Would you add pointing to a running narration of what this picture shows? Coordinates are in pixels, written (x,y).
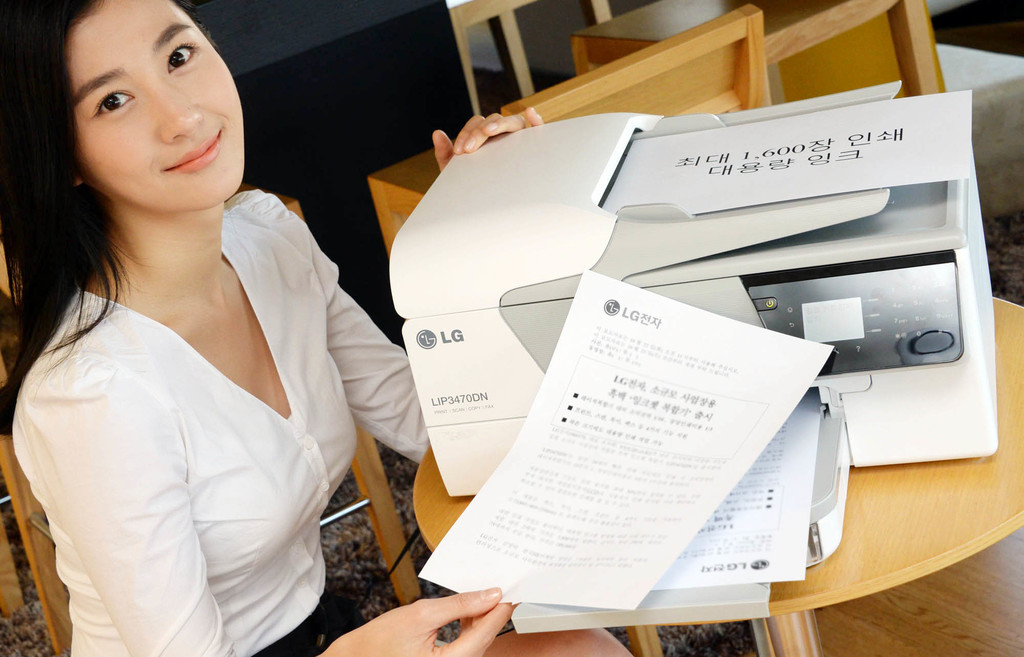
In this image there is a woman (191,337) wearing a white top (302,274). She is holding the paper (526,535) with one hand (499,594) and printer (599,270) with the other hand (474,132). The printer (704,246) is on the table (906,494). There are chairs (683,63) and tables (953,503) on the floor (330,542). The woman (317,543) is sitting on the chair (372,508).
